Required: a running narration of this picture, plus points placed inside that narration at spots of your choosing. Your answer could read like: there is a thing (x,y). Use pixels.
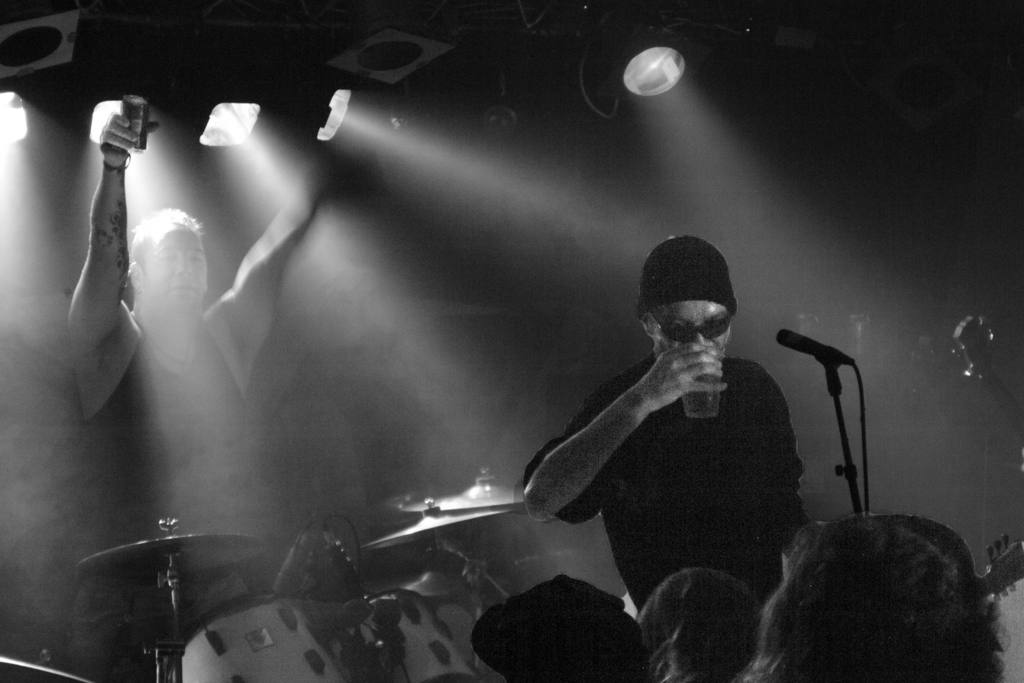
This is a black and white image. In this image we can see few people (187,322). There is a person (698,366) wearing cap (684,288) and goggles (711,335). And he is holding glass (713,399) and drinking. Also there is a musical instrument (262,619) and mics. Also there are lights (18,128). In the background (66,113) it is blur.
